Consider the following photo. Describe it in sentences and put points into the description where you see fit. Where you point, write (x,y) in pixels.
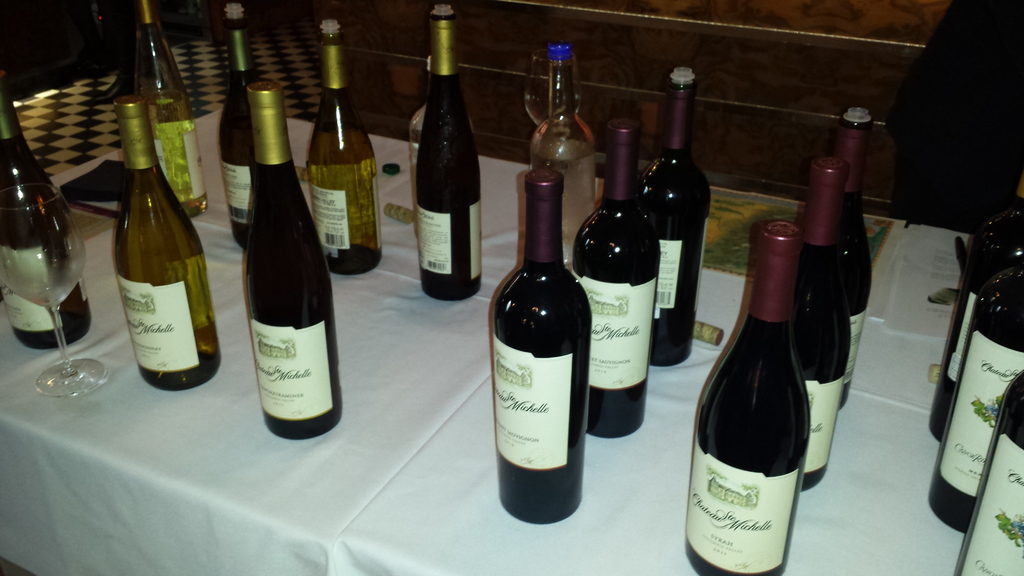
In this image there are group of bottles (561,451) and glasses (55,319) on the table (487,248). In the background (207,92) there is a wall (485,84) and tiles (82,114).
